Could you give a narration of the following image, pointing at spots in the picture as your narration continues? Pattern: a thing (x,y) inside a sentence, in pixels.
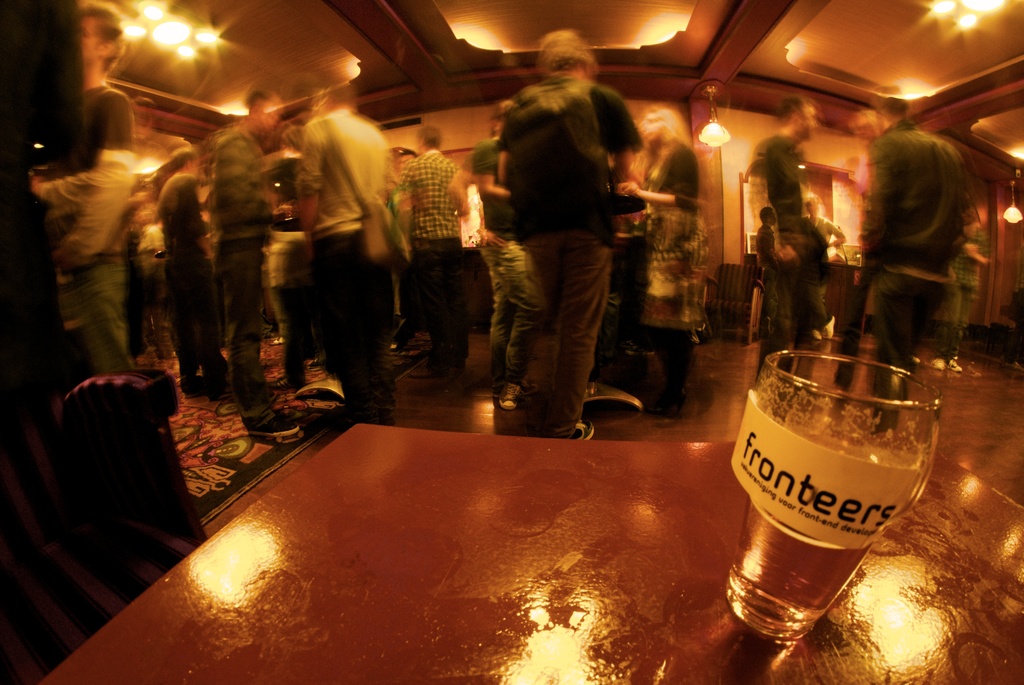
In this picture, there is a table (588,491) at the bottom (729,655). On the table (899,591), there is a glass (820,523) with some text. At the top (58,209), there are people (346,232). In the center (537,288), there is a man (584,78) facing backwards and he is wearing a black t shirt (577,197) and brown trousers (552,292). On the top (462,55), there is a ceiling (935,44) with lights (911,84).
